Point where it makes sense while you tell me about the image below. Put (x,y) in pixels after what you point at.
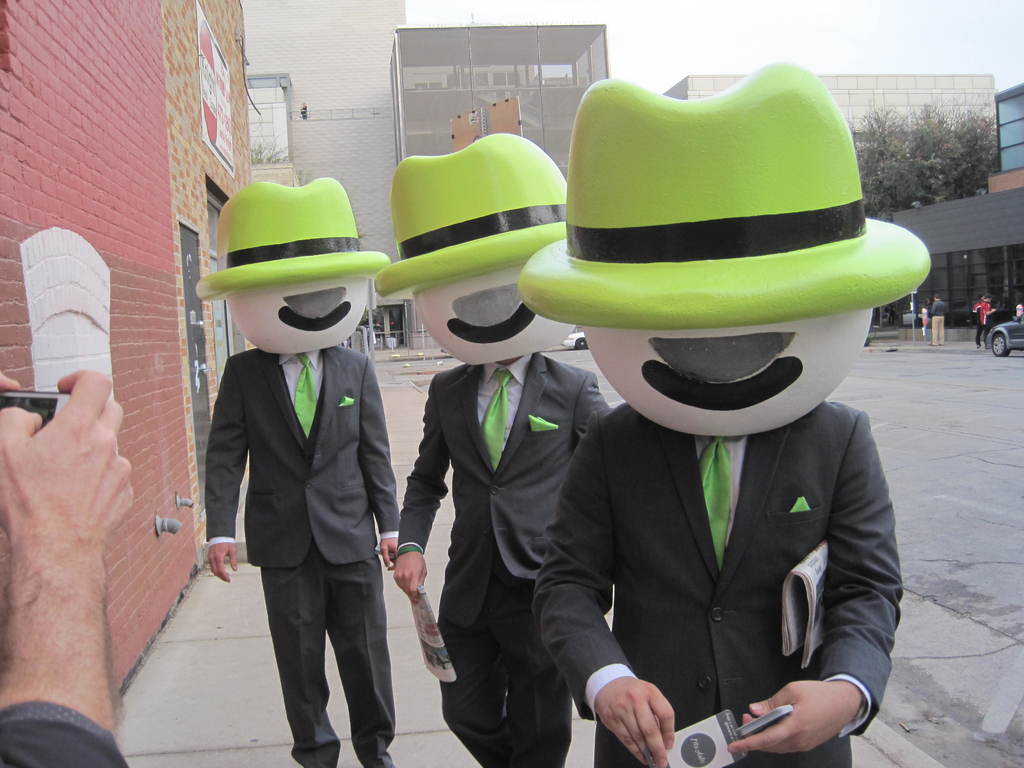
There are three persons (497,587) standing in the middle of this image (347,495) is wearing some blazers (456,441) and a mask (471,266). There are some buildings (361,246) in the background (364,147). There is a human hand (116,481) on the left side of this image (72,529) is holding a mobile (42,412). There are some trees (935,172) on the right side of this image (909,145).
